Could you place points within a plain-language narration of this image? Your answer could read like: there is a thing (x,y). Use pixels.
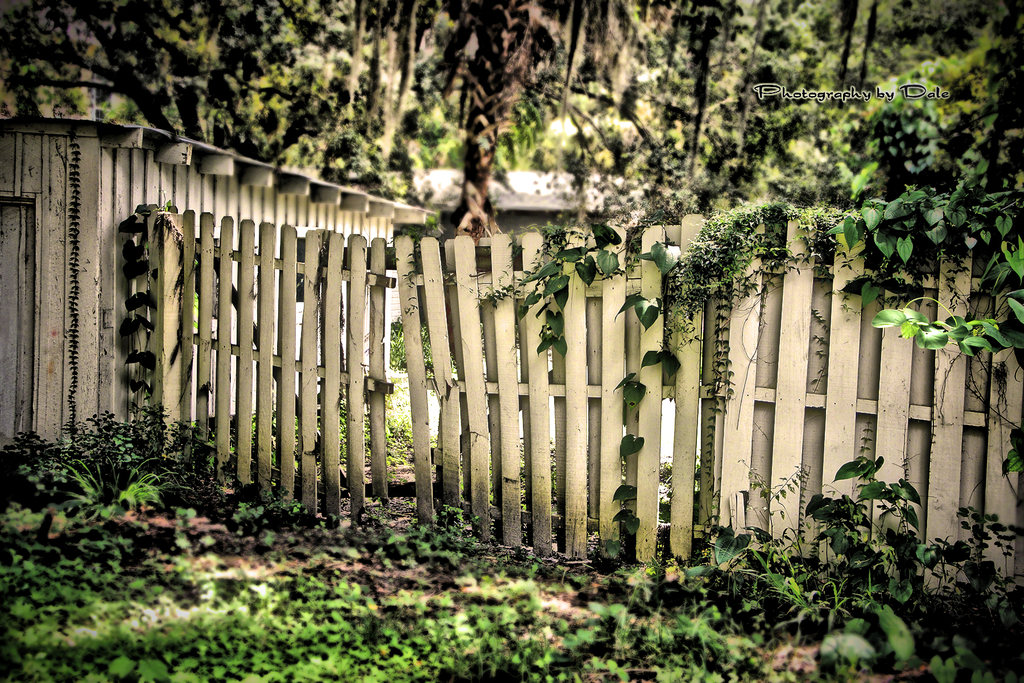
In this image I can see few plants (279,656) which are green in color on the ground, a fencing (746,369) which is cream in color, a shed (97,282) which is cream in color and a house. In the background (434,97) I can see few trees (788,117).
